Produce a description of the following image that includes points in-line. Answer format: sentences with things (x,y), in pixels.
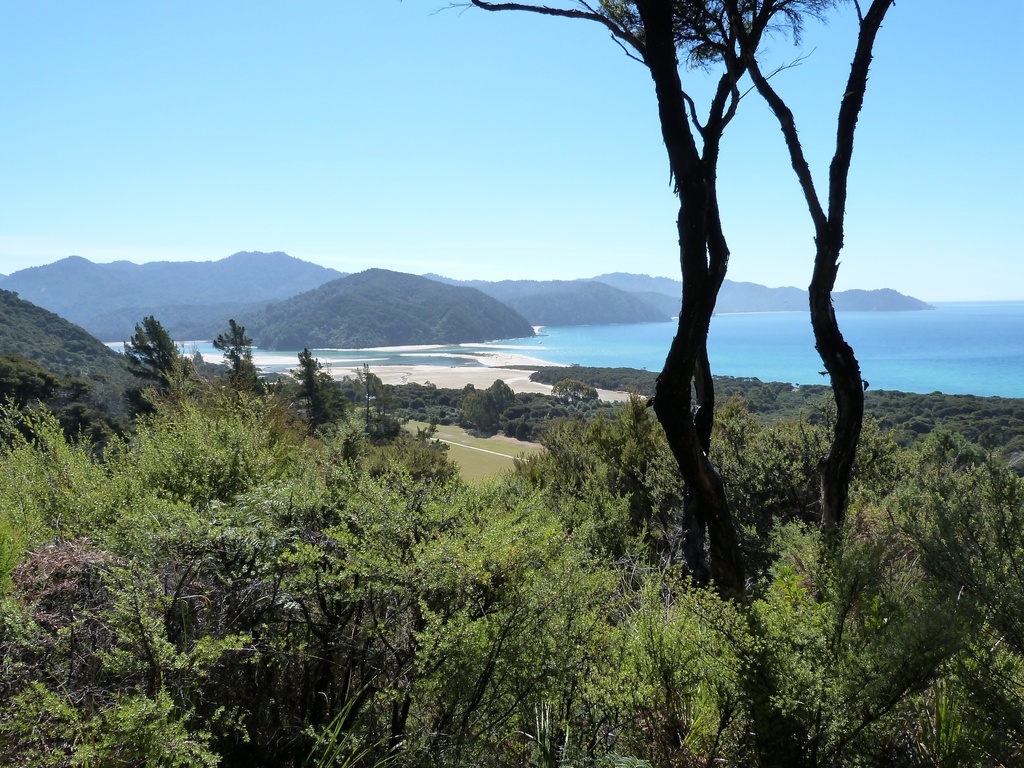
This picture shows few trees (165,350) and we see water (781,321), hills (422,303) and a blue clear sky (551,142).
